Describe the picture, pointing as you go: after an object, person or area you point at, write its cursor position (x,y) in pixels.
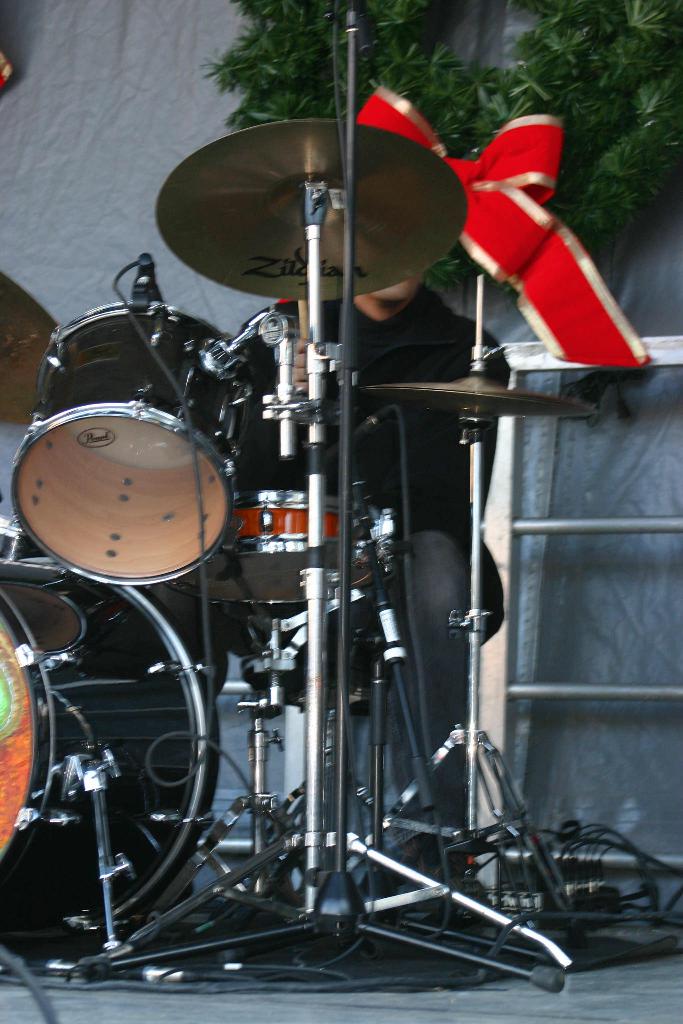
In this picture there is a person (462,601) sitting and playing drums (205,827). At the back (534,325) there is a decoration (455,113) on the wall (643,234). At the back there is a railing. At the bottom (483,984) there are wires (528,920) and there is a mat (5,945).
